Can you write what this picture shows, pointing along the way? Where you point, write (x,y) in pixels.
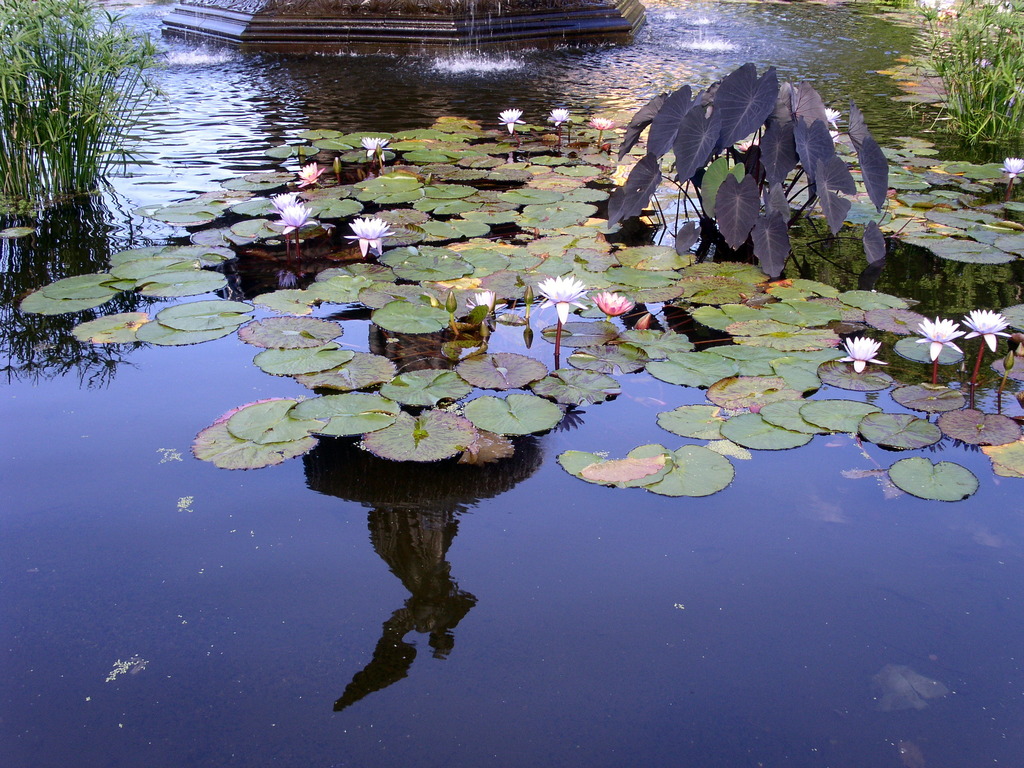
As we can see in the image there are leaves (382,185), flowers (926,327), plants (721,217) and there is water (521,99).
